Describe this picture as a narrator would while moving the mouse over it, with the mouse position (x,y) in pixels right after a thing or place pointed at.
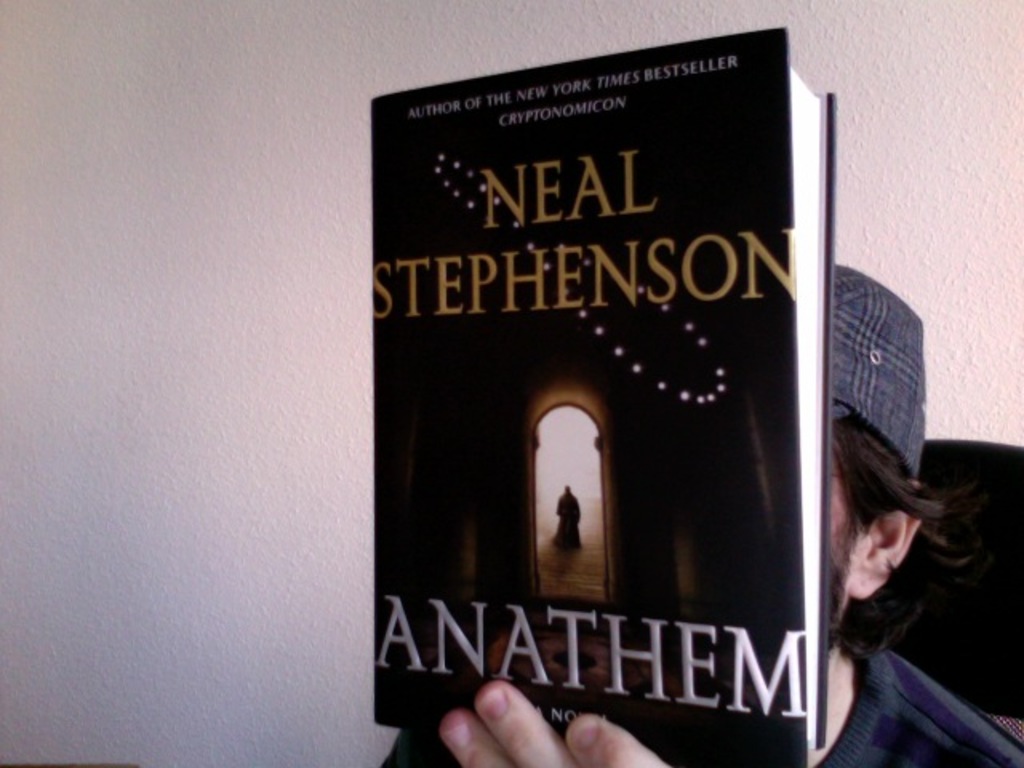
In this image we can see a man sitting holding a book (742,344). We can also see some text (659,629) on it. On the backside (298,387) we can see a wall (215,385).
